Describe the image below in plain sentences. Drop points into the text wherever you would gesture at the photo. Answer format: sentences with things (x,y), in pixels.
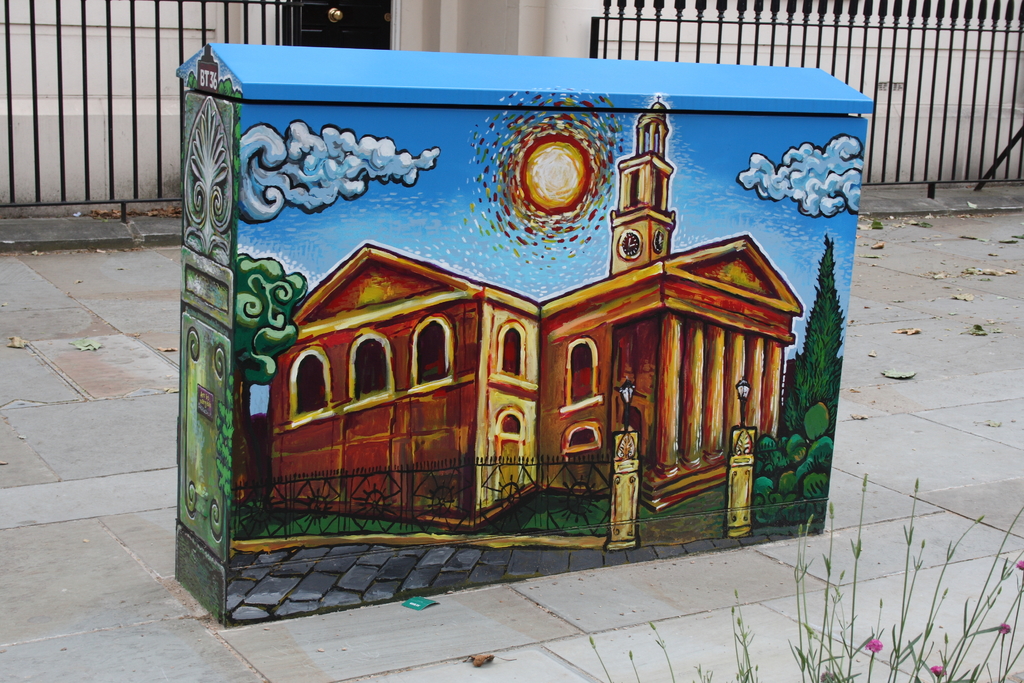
This image is taken outdoors. At the bottom of the image (694,642) there is grass (897,645) and there is a floor (151,661). In the background (443,19) there is a wall (519,26) and there are two railings (656,48). In the middle of the image (411,335) there is an object (203,99) with a few paintings (250,449) on it.
